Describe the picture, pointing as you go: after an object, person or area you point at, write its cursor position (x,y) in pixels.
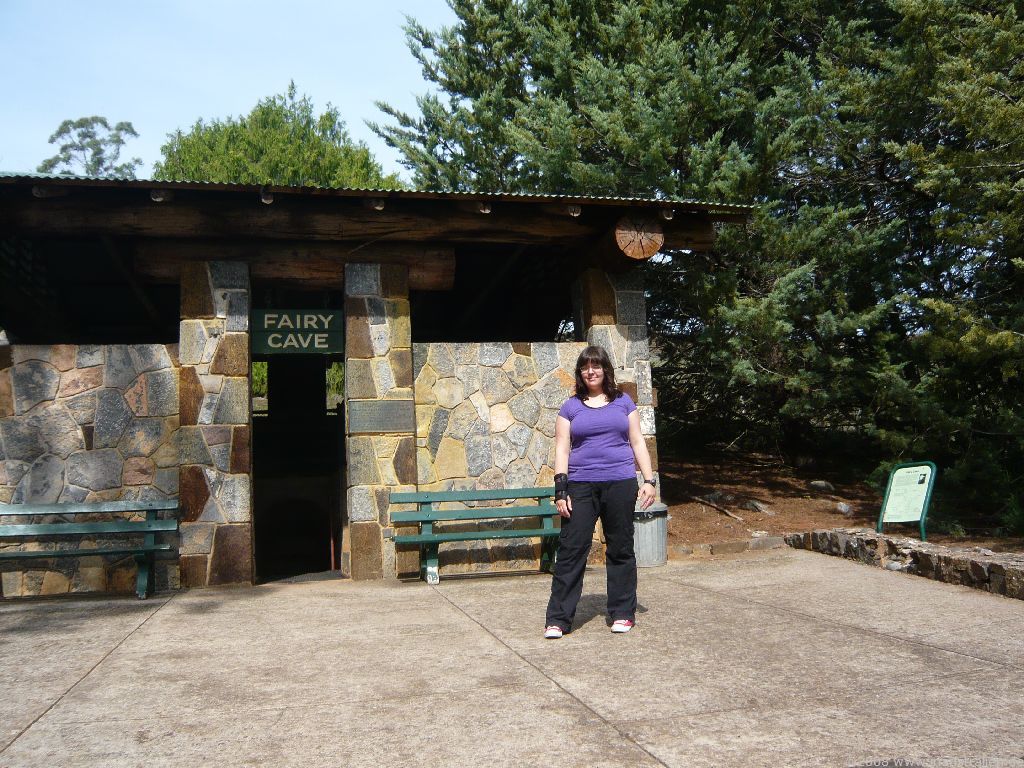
In this picture we can see woman (579,521) standing on floor (647,648) and in background (654,449) we can see shelter (346,274), benches (493,515), name board (262,316), trees (749,191), sky (153,80).
